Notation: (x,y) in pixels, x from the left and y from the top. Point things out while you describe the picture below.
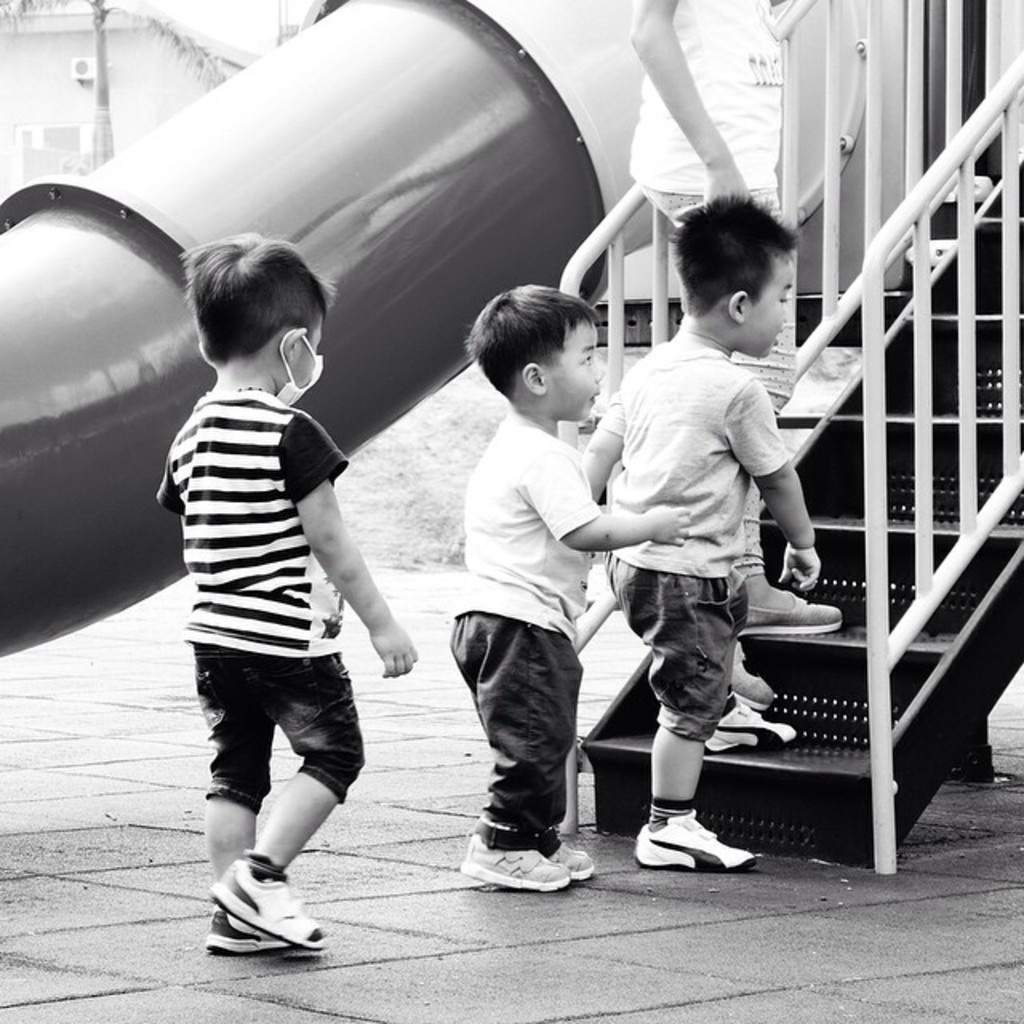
It is a black and white image, 3 kids (560,513) are entering into this, by the staircase (972,394).
